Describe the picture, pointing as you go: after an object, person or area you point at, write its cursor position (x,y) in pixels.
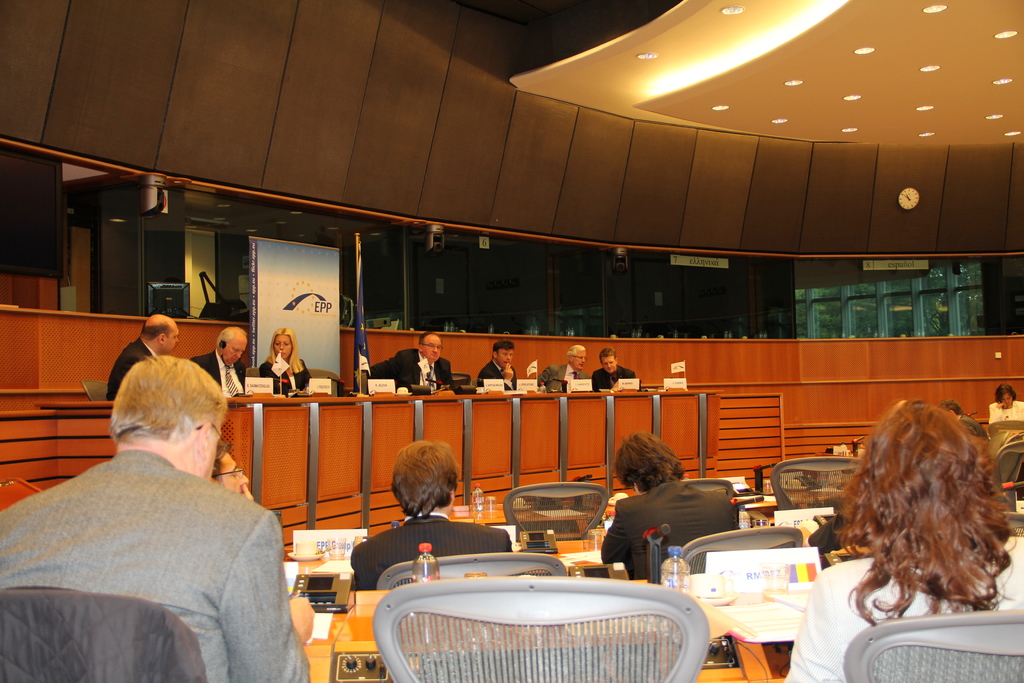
In this image, we can see people (160,414) wearing coats (125,371) and sitting on the chairs (557,527) and there are name boards (324,382), flags (360,355), bottles (679,560), papers (346,566) and some other objects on the tables (686,459) and we can see glass doors (842,300), a clock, board (294,259), screen (35,217), monitor (171,296) and there are lights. At the top (688,49), there is a roof (627,55).
